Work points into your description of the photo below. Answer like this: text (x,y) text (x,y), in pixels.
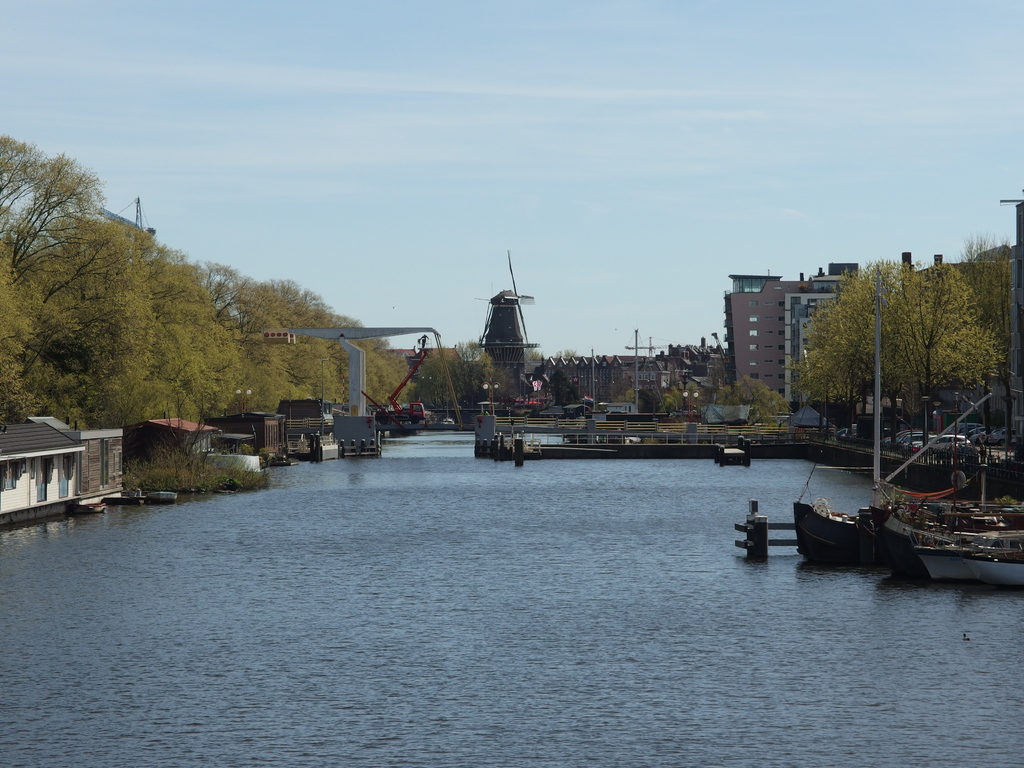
We can see boats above the water (455,498), plants (183,472), houses (19,481), poles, trees (933,278) and bridge (752,439). In the background (1015,286) we can see buildings (749,355), poles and sky (615,311).
